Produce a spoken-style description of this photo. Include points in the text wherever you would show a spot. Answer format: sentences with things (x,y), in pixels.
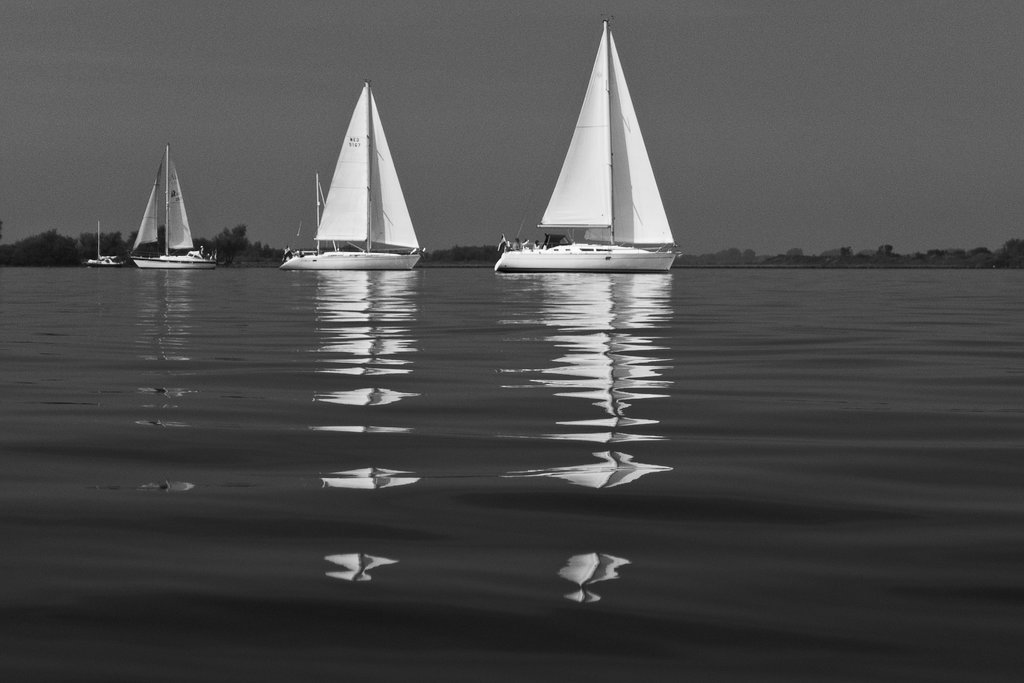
In this image there are few boats (412,252) sailing on the water (440,331), in the background of the image (71,243) there are trees (822,254).
